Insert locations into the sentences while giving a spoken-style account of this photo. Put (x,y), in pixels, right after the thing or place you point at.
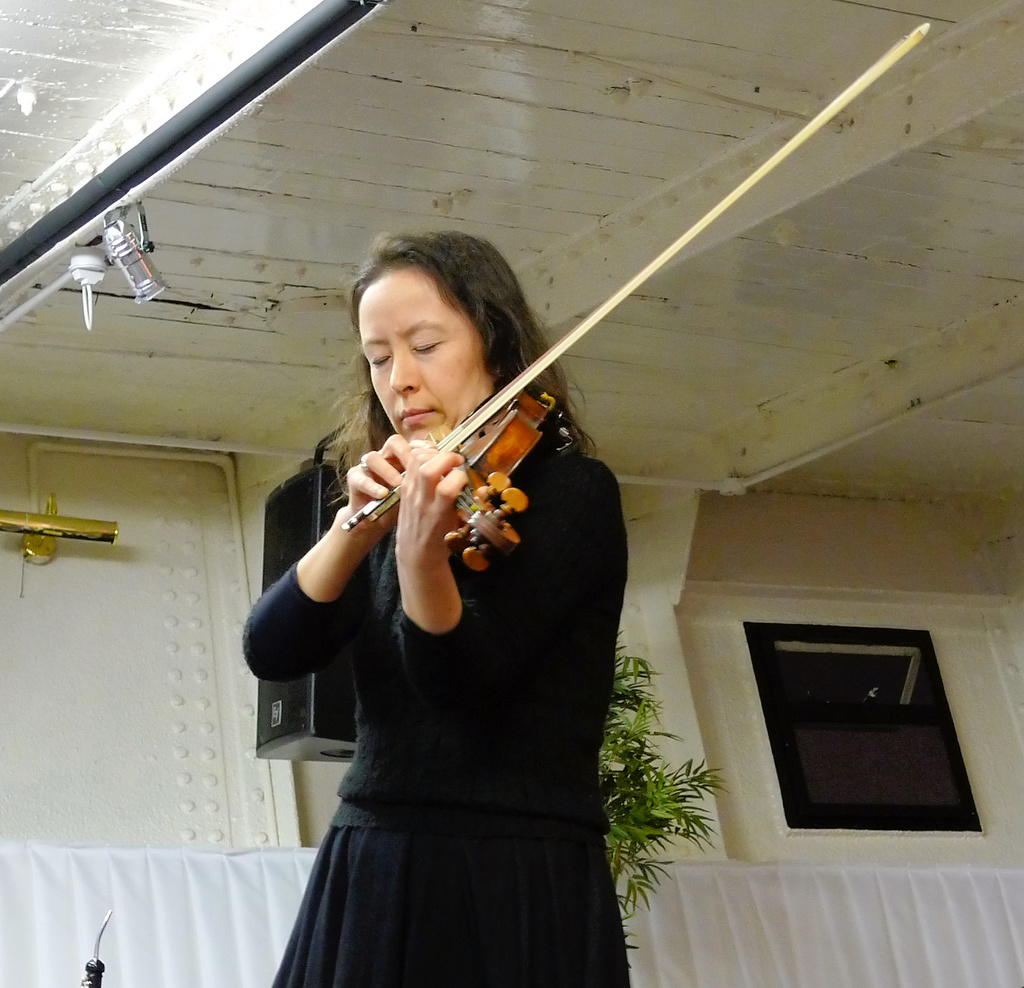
The picture is taken inside a building (2,299). A lady (492,716) wearing black dress (511,569) playing violin (458,435). Behind her there is a speaker (287,501).
